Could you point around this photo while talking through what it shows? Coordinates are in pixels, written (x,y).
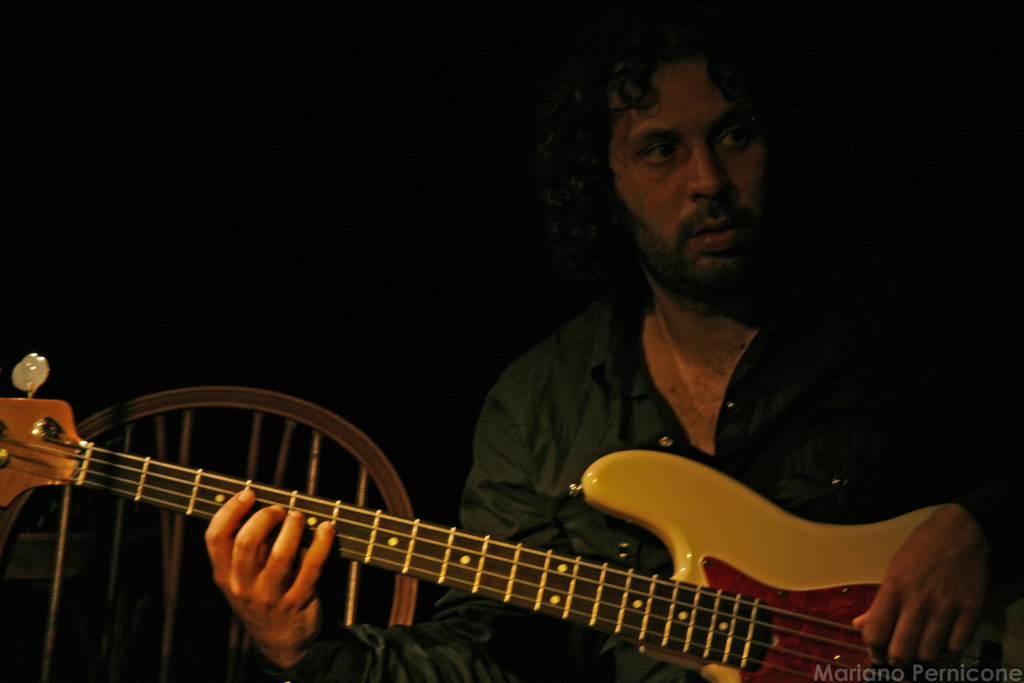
In this image we can see a person (686,281) holding a guitar (488,547), there is a chair (259,428) beside the person (249,623) and a dark background (347,105).
